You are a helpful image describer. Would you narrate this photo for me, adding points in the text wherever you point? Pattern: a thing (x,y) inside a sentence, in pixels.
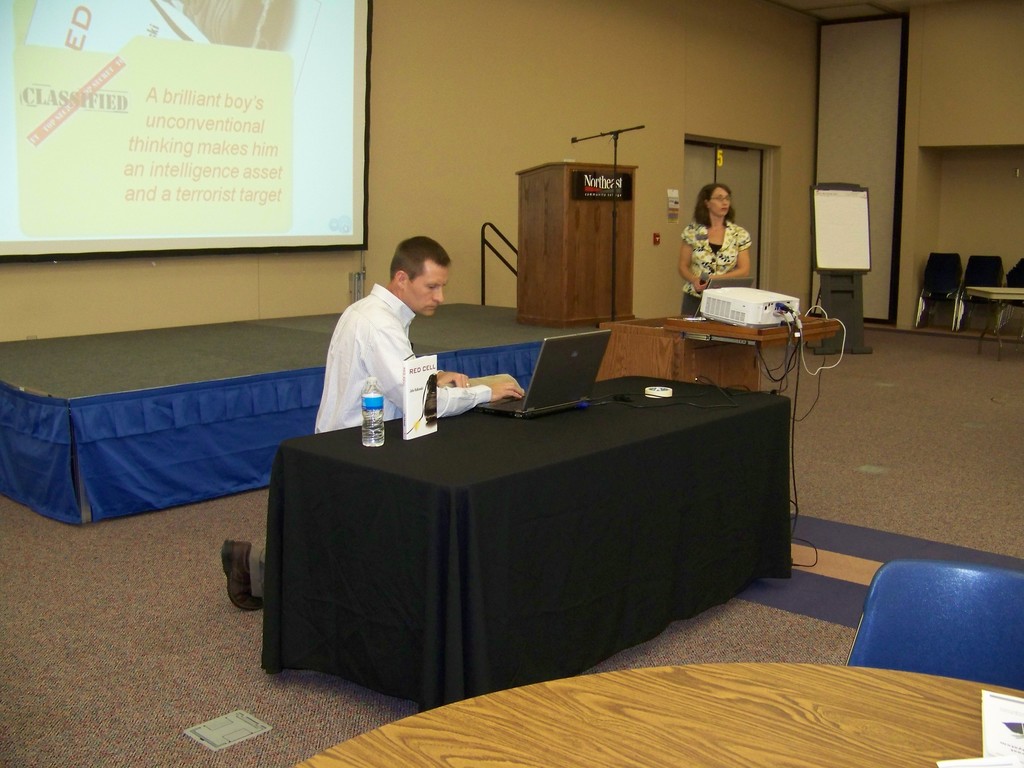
This person (390,340) is sitting. In-front of this person (388,370) there is a table (591,476), on table (422,506) there is a book (411,406), bottle (377,421) and laptop (553,377). Screen (269,146) is attached to a wall (499,196). This is a stage (224,378), on stage (175,403) there is a podium (577,209) and mic (615,141). This person (701,212) is standing in-front of this table (701,345), on this table (760,345) there is a projector (729,299). Far there is a whiteboard (849,242). These are chairs (950,254). This is a table (859,721).
